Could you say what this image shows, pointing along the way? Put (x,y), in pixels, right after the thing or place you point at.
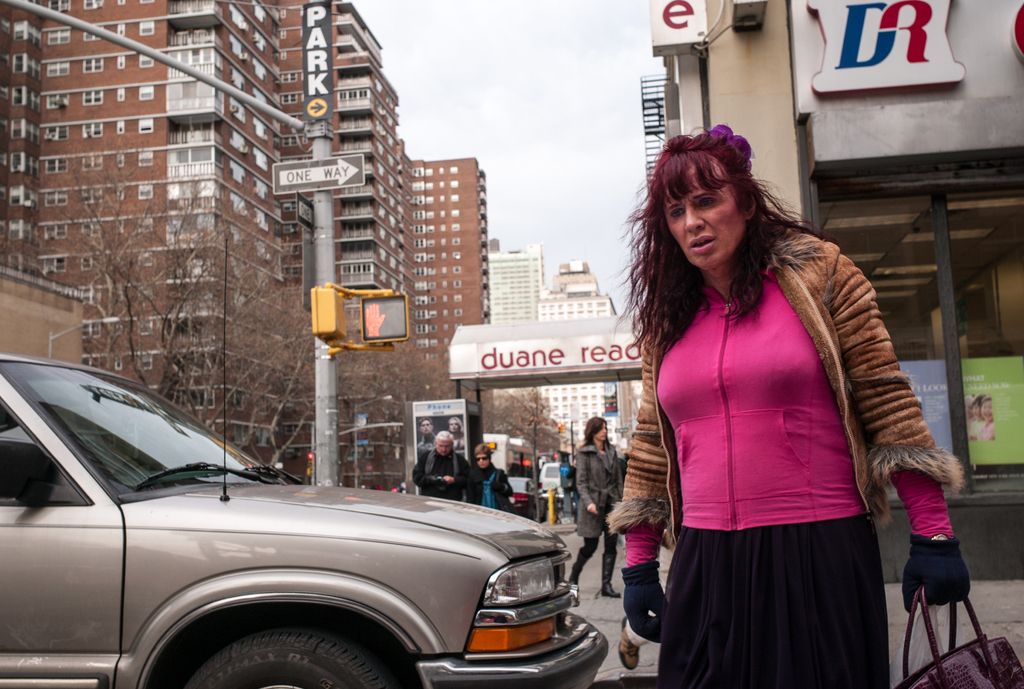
On the right side (759,364) a woman (832,508) is walking, she wore pink color top (819,442). On the left side (192,520) there is a car (297,563), these are the buildings (395,92). At the top (532,87) it is the sky (535,55).
